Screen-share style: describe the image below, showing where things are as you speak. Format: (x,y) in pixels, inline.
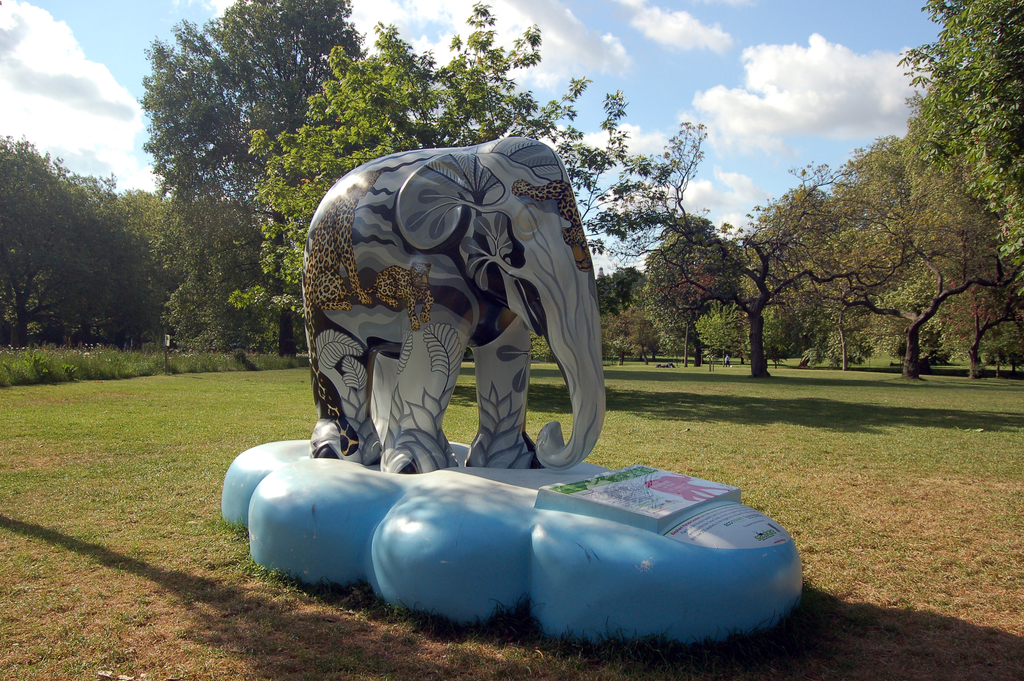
In this picture we can see the statue of an elephant (351,330) and a few things (675,488) on an object (276,477). We can see the paintings of animals (352,272) and other things (403,319) on the statue of an elephant (490,350). There is some grass (59,463) on the ground (125,391). We can see plants (4,375), trees (624,303), other objects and the cloudy sky (52,91).
